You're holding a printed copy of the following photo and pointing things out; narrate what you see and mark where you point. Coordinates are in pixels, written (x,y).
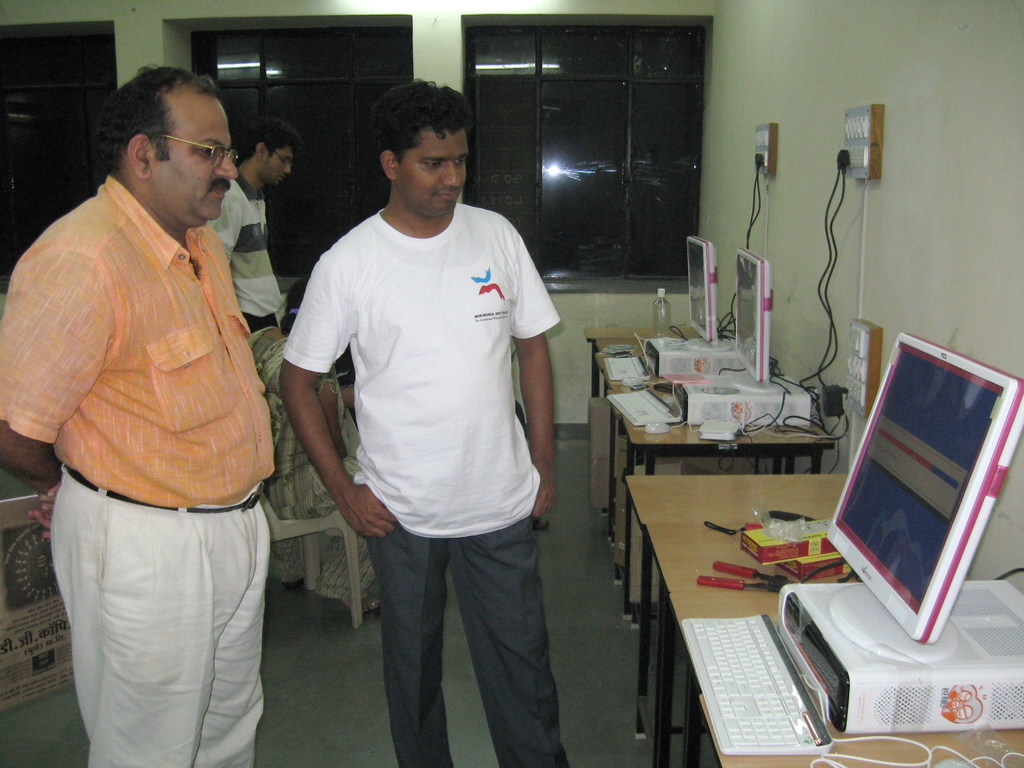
In this image, there are a few people (423,443). We can see some tables (734,509) with objects (776,669) like keyboards (805,695) and screens (709,337). We can also see the wall (903,155) with switchboards (865,388). We can see some glass windows (304,132). We can see the ground (329,723).
